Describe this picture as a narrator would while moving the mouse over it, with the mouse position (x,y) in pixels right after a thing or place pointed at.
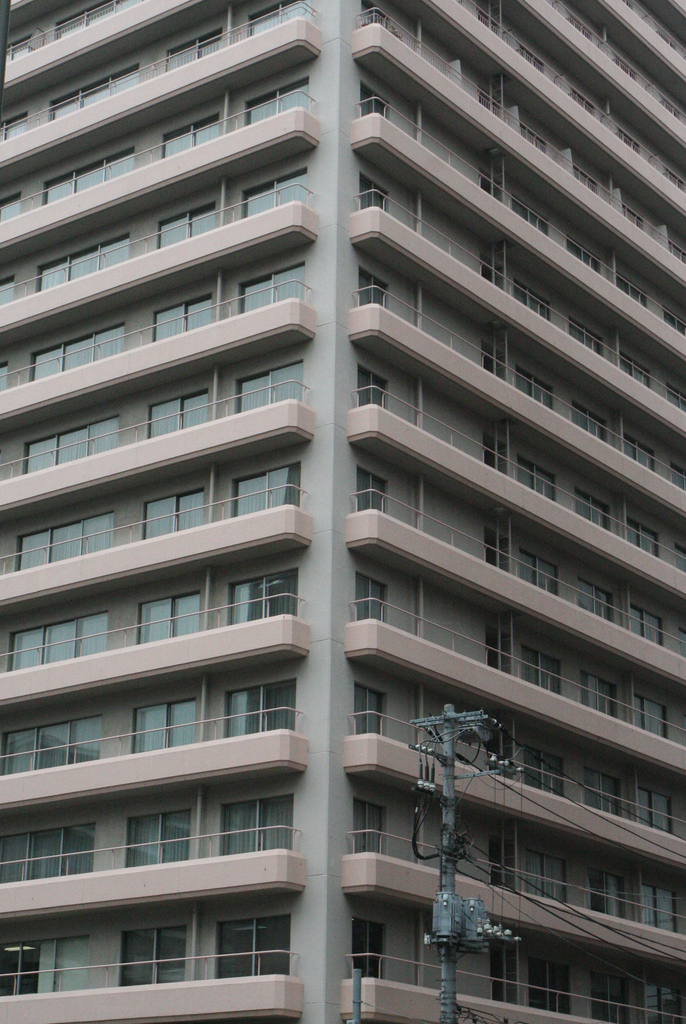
In this image we can see a pole (447,726), wires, and a building (347,722).
